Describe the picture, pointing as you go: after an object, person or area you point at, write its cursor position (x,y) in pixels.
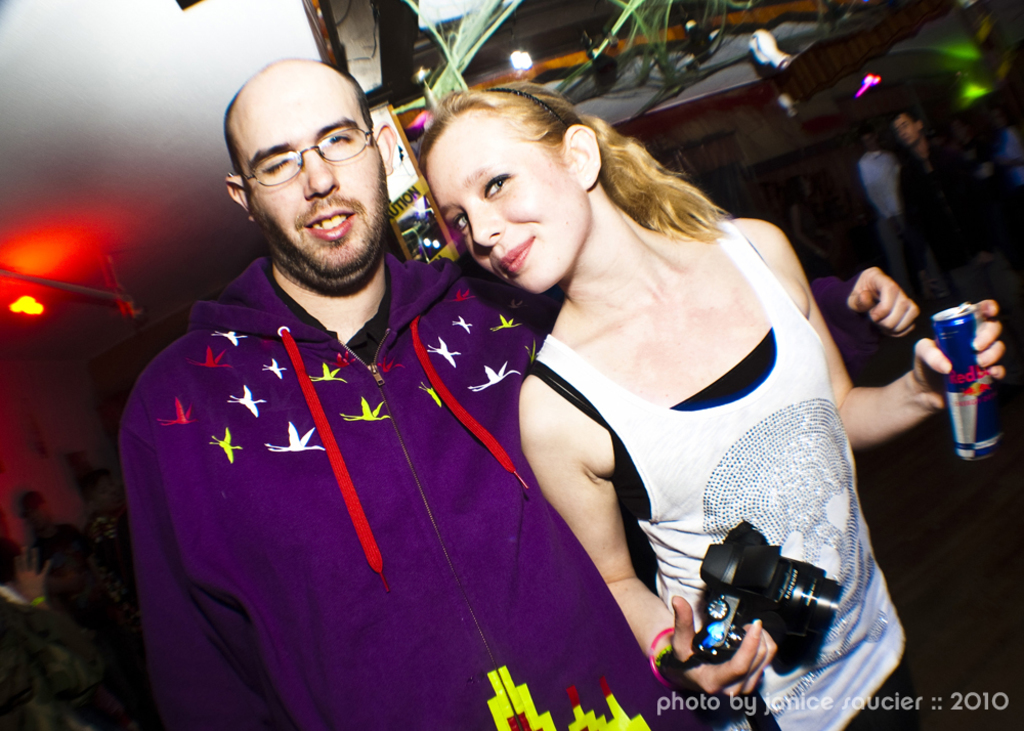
In this picture we can see a man (509,450) and a woman (773,479) are standing and smiling, a woman (779,417) is holding a camera (819,600) and a tin (953,377), in the background (886,203) there are some people (112,483), on the left side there is a light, we can see some text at the right bottom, there is a board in the middle (415,257).
